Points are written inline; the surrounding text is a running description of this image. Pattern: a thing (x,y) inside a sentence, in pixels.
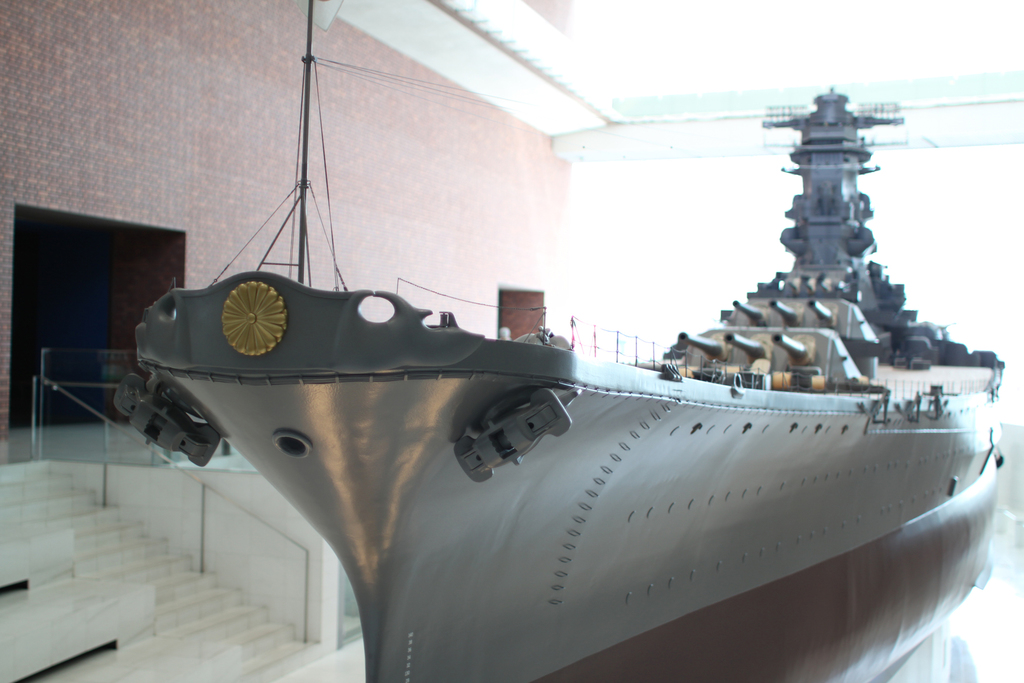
In this image we can see a ship (812,469) with some metal poles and cables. On the left side of the image (253,174) we can see a building (138,151), staircase (278,632) and a railing (94,419).
